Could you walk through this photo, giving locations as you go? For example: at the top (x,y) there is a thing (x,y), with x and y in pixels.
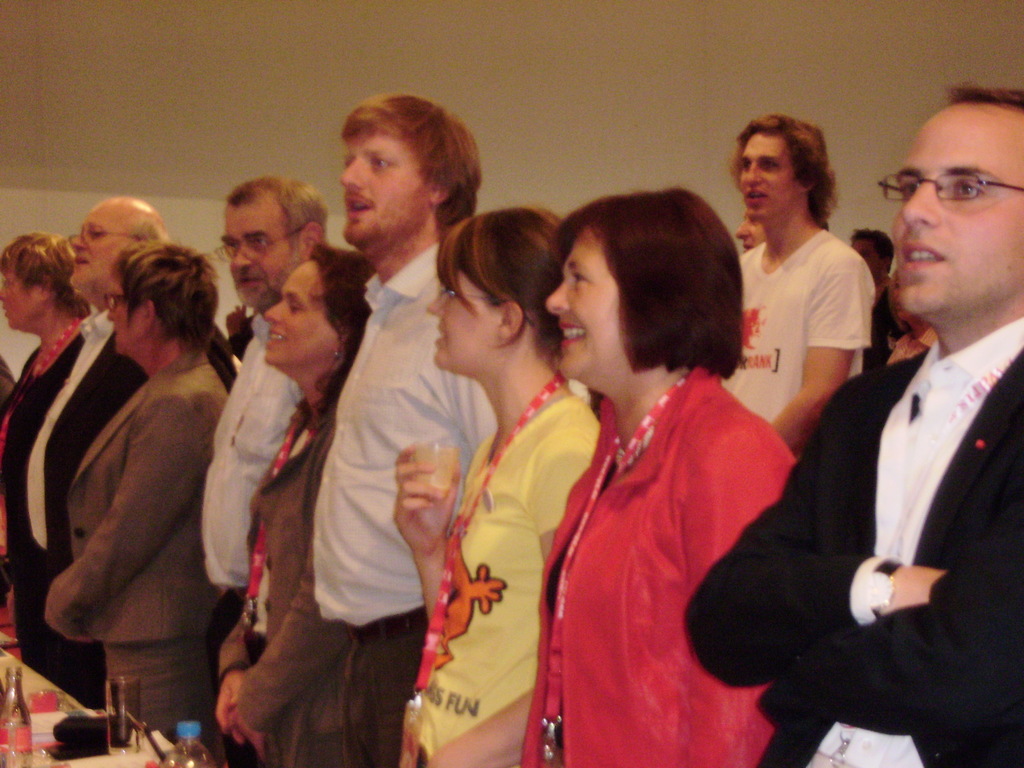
In the center of the image (444,282) there are people (544,276) standing. To the left side (149,746) bottom of the image (138,738) there is a table (88,764) on which there are objects (38,728). In the background of the image (473,107) there is a wall (281,66).
